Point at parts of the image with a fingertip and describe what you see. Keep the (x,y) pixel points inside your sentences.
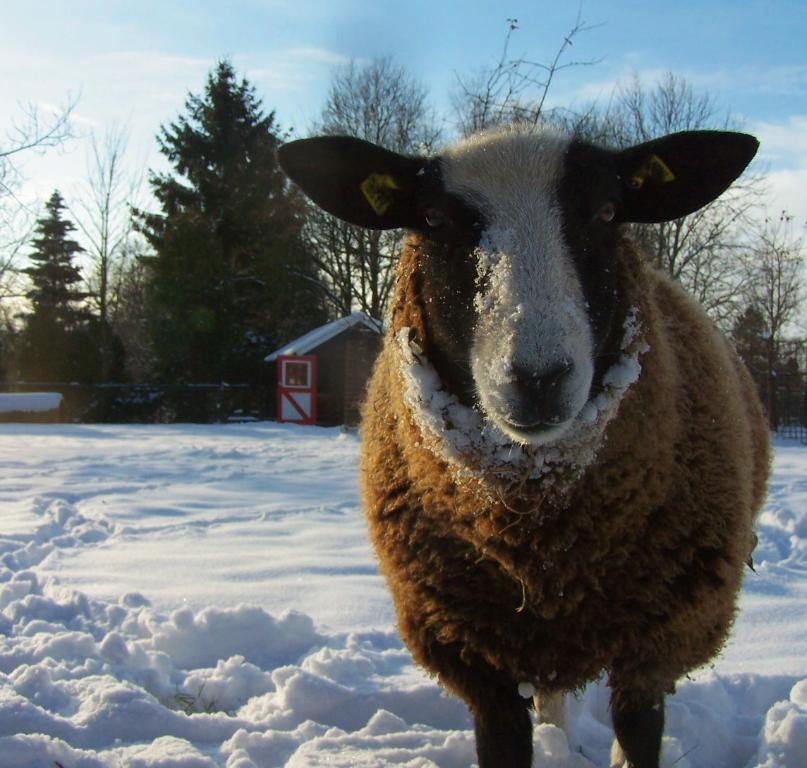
In this image we can see there is an animal (455,386) and a house (358,381). There are trees (86,343) and snow (312,537). In the background (312,120) we can see the sky (250,65).
